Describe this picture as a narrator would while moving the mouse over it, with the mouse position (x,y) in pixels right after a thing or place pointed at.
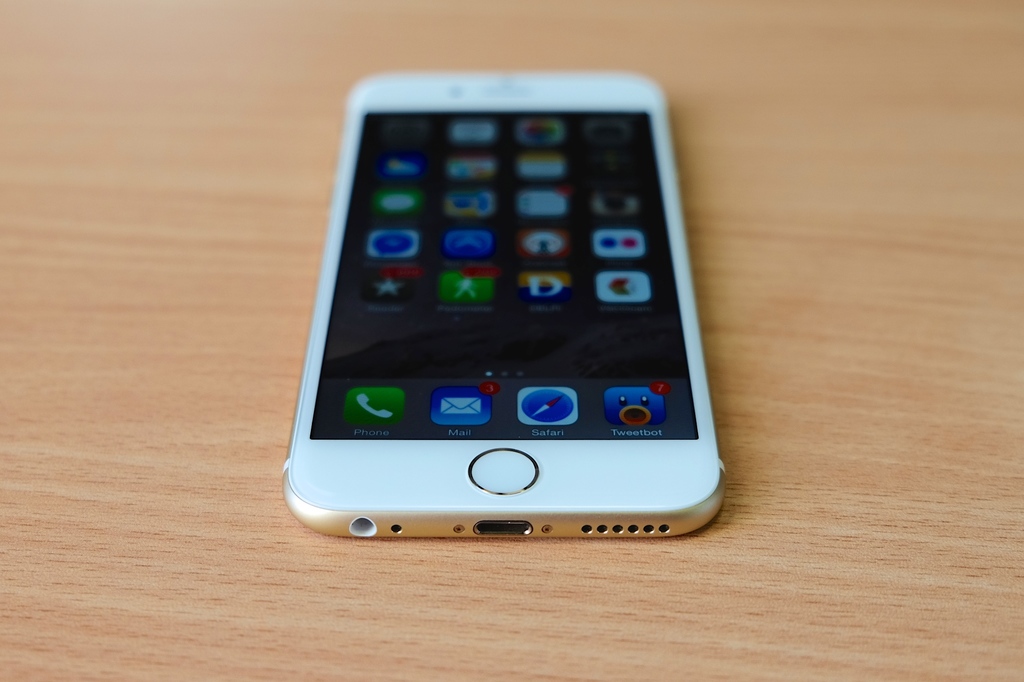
In this image we can see there is a mobile (449,136) on the table (268,642).
